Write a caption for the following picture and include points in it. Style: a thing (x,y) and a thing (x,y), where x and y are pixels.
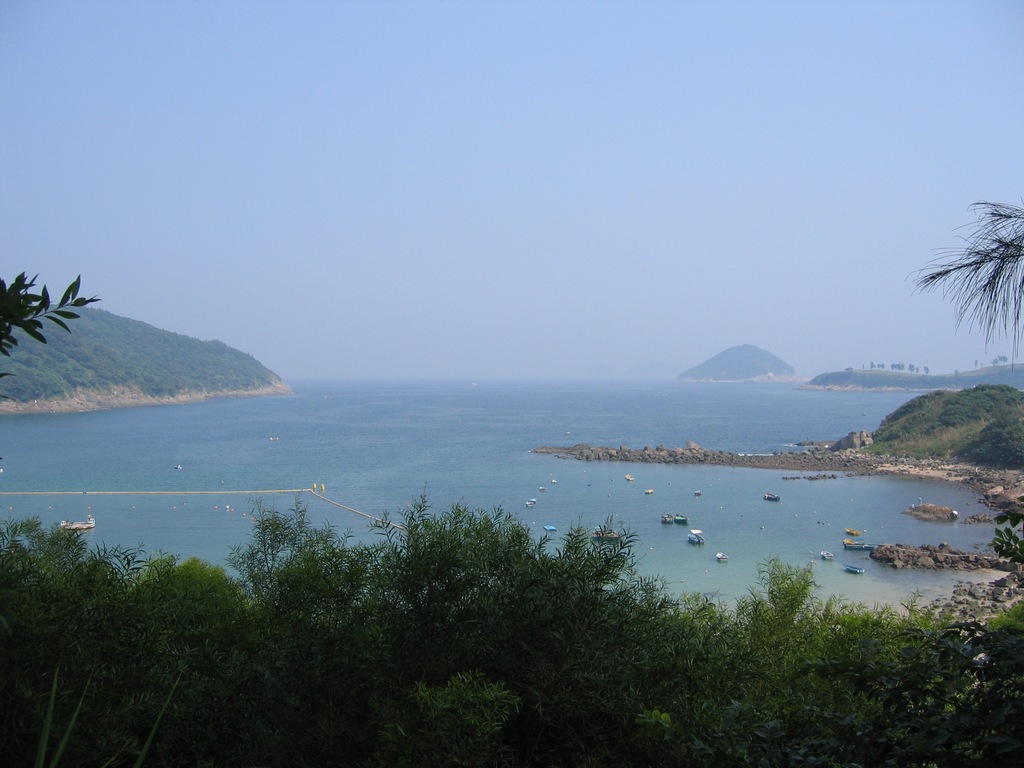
In this image, we can see trees (685,638), mountains (242,392), water (609,417), boats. Top of the image (482,162), there is a sky (369,181).
